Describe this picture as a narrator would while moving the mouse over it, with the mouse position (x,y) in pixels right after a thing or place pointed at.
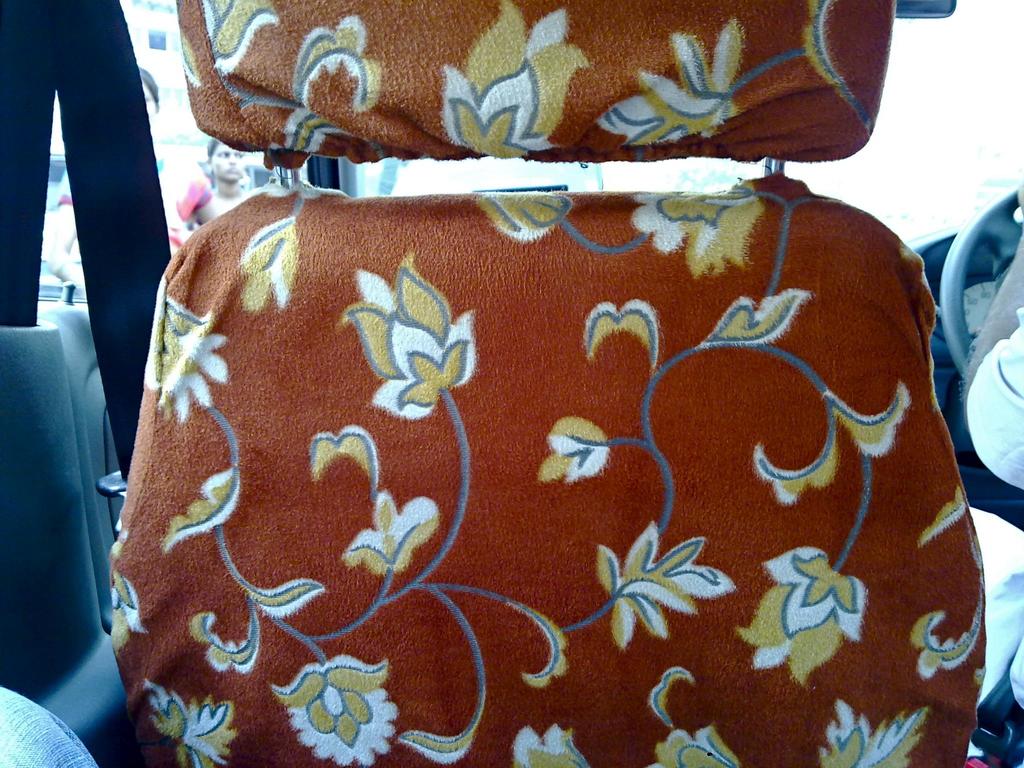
This is the inside picture of the car (583,422). On the right side of the image (997,405) there is a person (989,667) sitting on the seat (984,625). There is a glass (585,188) through which we can see people (190,219).
